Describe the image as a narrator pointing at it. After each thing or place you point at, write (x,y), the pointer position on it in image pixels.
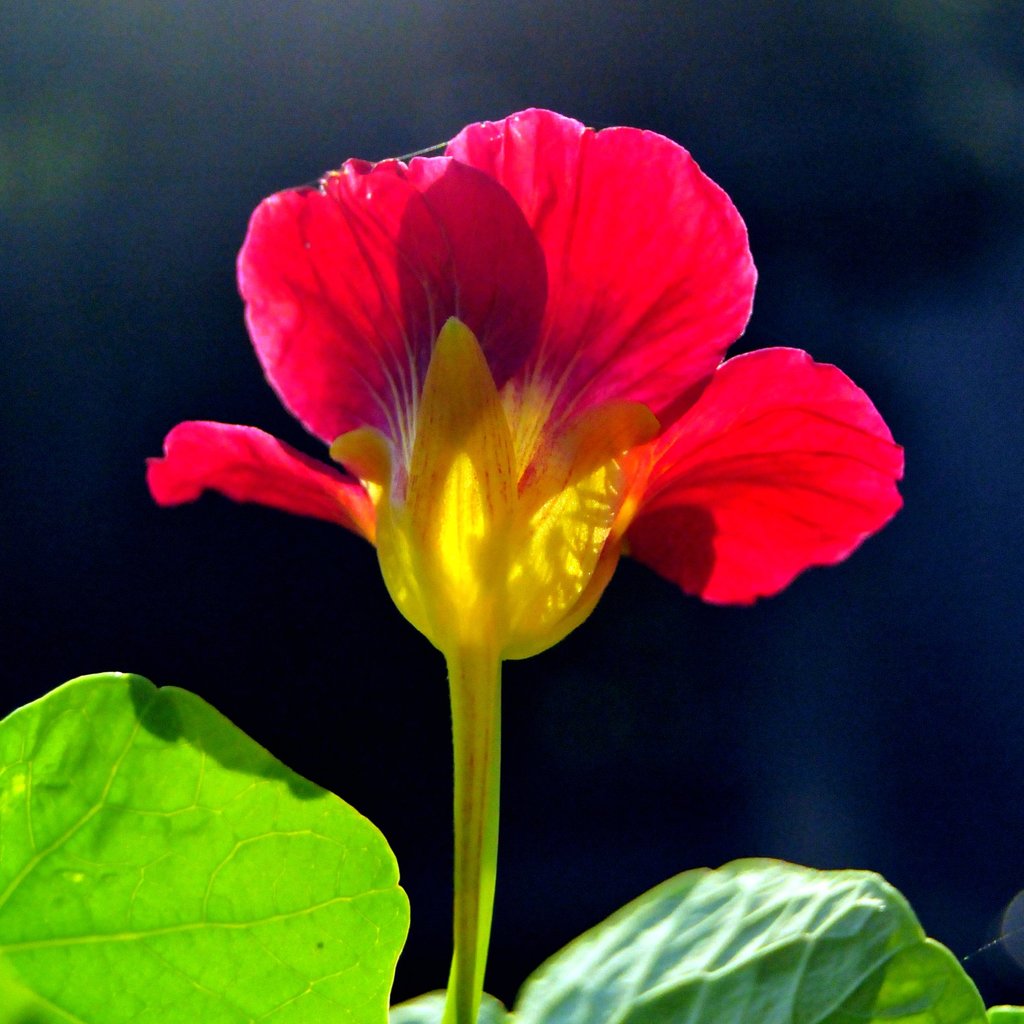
Here we can see a plant (397,447) with a flower (473,296). In the background (283,176) the image is blur.
